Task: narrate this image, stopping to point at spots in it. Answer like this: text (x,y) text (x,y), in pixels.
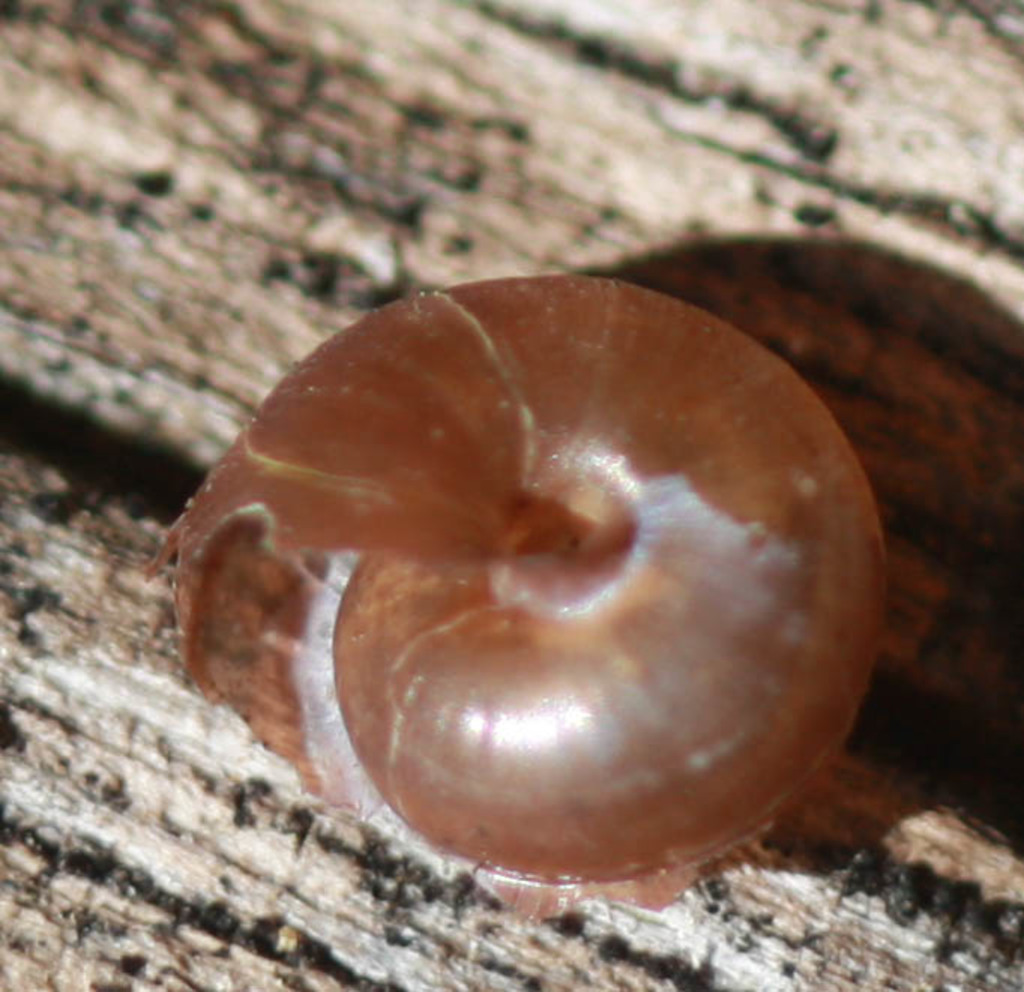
In this image we can see a snail shell (508,618) placed on the surface (293,133).
